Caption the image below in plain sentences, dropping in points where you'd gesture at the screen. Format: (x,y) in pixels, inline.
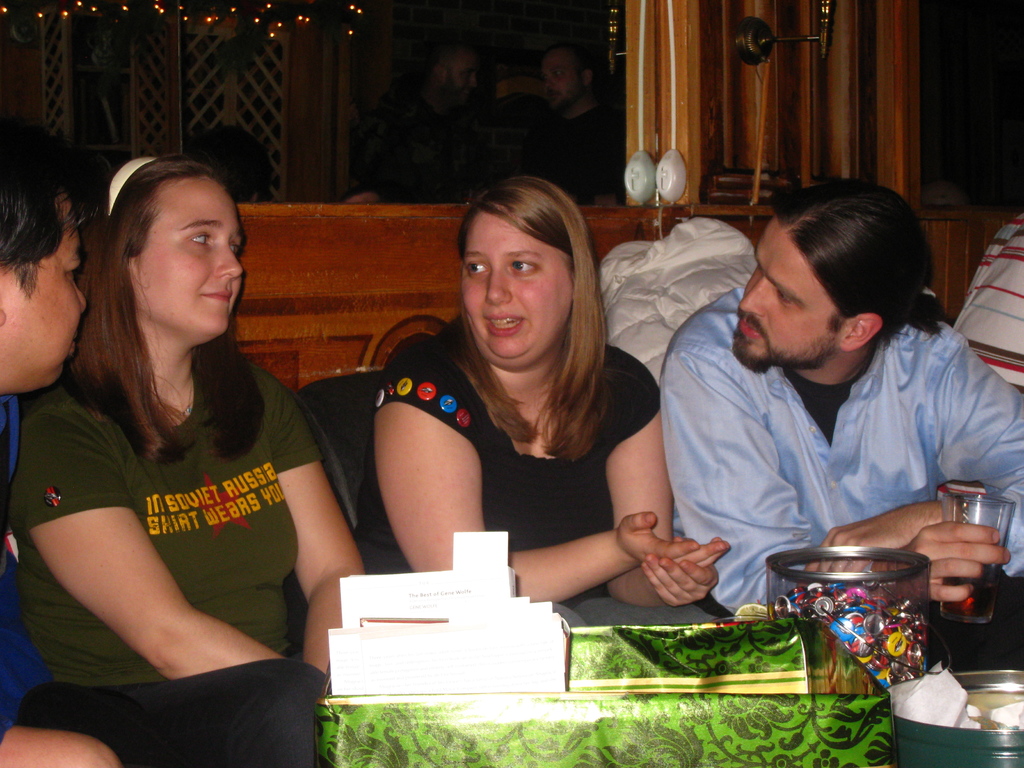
In the image we can see there are people (566,213) sitting, they are wearing clothes (369,470) and they are talking to each other. In front (892,586) them there is a container (891,606) and other things (760,702). This man (962,570) is holding a glass (978,517) in his hand (970,532). Behind them there is a window (353,142). We can even see there are lights (233,11) and a fence (275,98).
